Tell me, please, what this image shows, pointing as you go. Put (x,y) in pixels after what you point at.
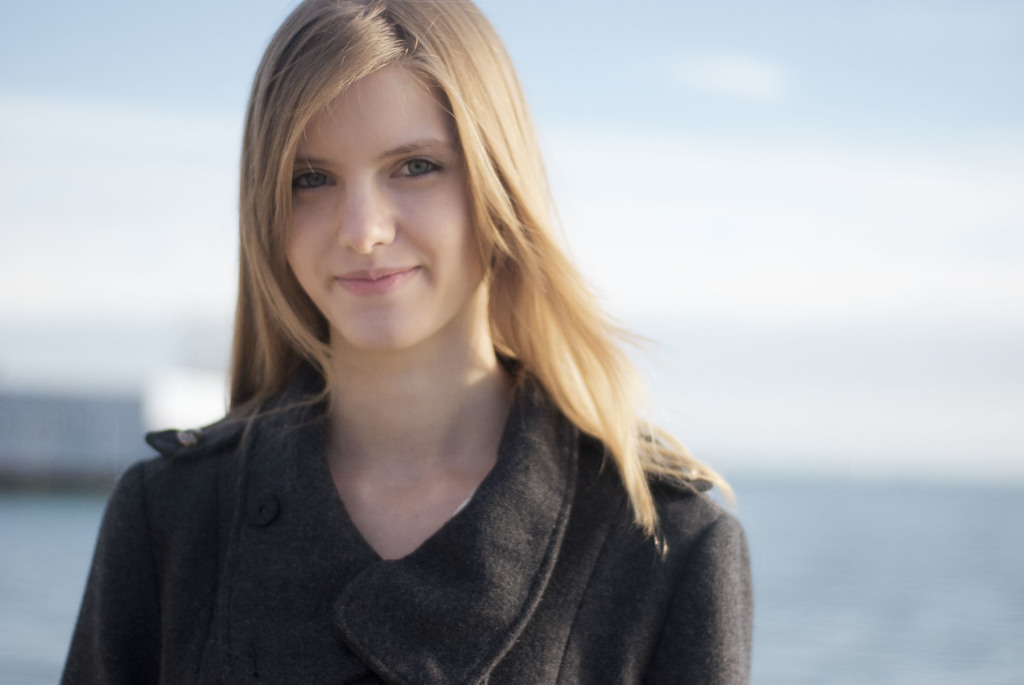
In the center of the image (511,418) we can see a woman (362,292) smiling.
